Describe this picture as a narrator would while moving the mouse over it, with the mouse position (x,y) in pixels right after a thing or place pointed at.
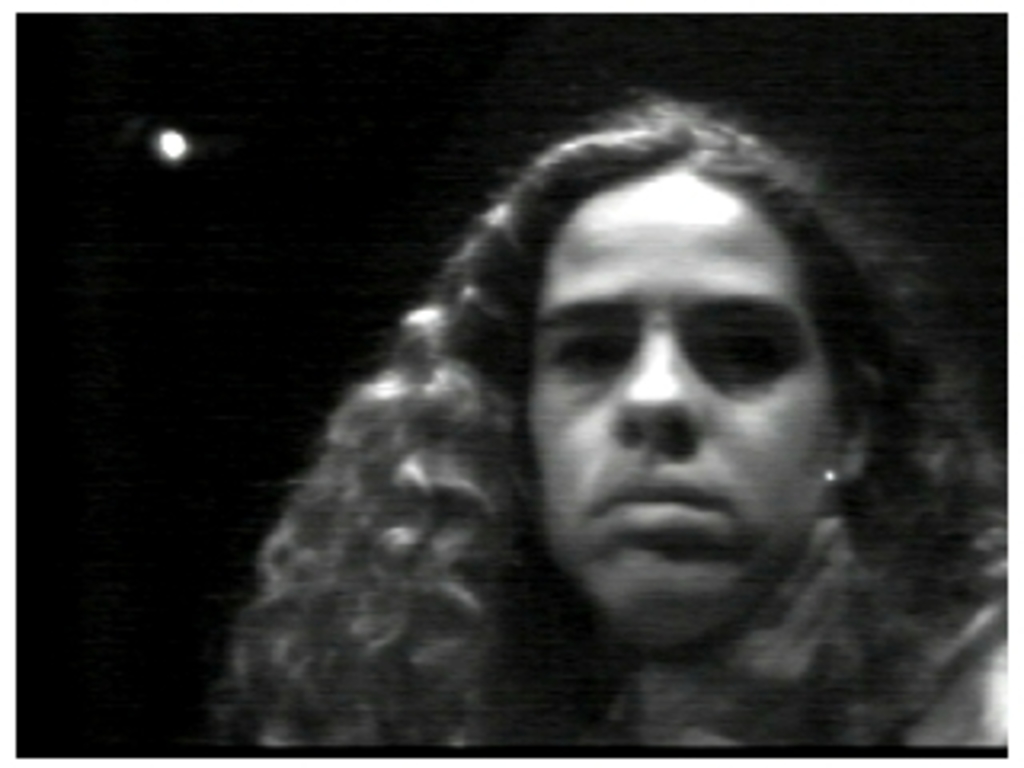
In this image, I can see a woman (534,486) and the background (368,169) is dark in color. This picture might be taken during night.
